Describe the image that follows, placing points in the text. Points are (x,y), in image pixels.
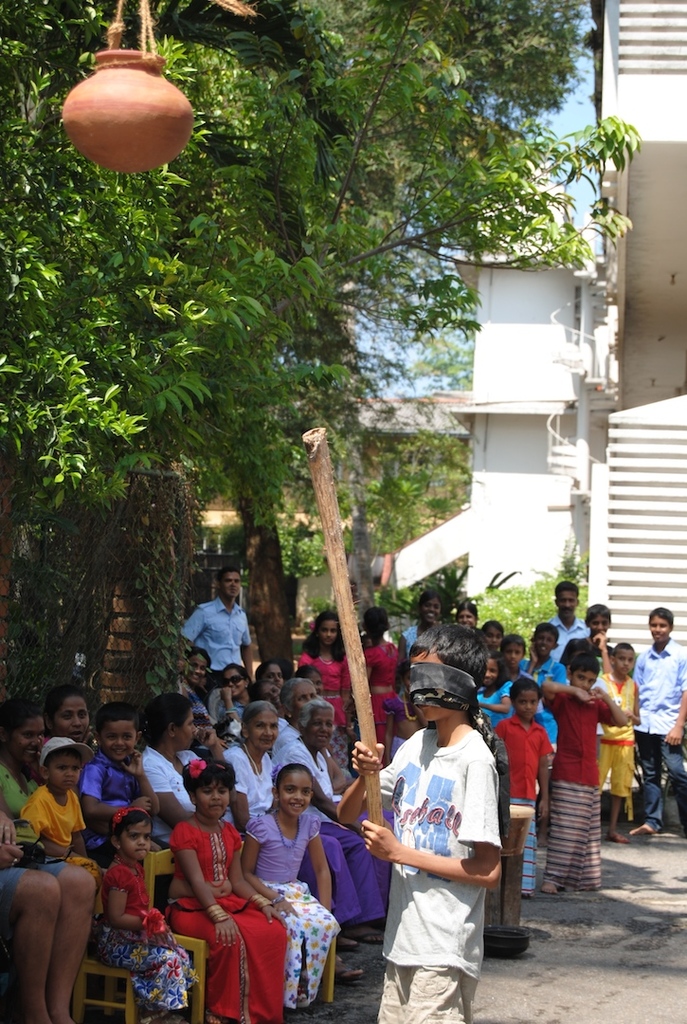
In this image we can see some persons (553,711), chairs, trees (294,500), buildings (681,481) and other objects (26,574). In the background of the image (406,335) there is the sky (437,386). On the left side (123,110) top of the image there is a pot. At the bottom of the image (524,966) there is the road (541,977).
